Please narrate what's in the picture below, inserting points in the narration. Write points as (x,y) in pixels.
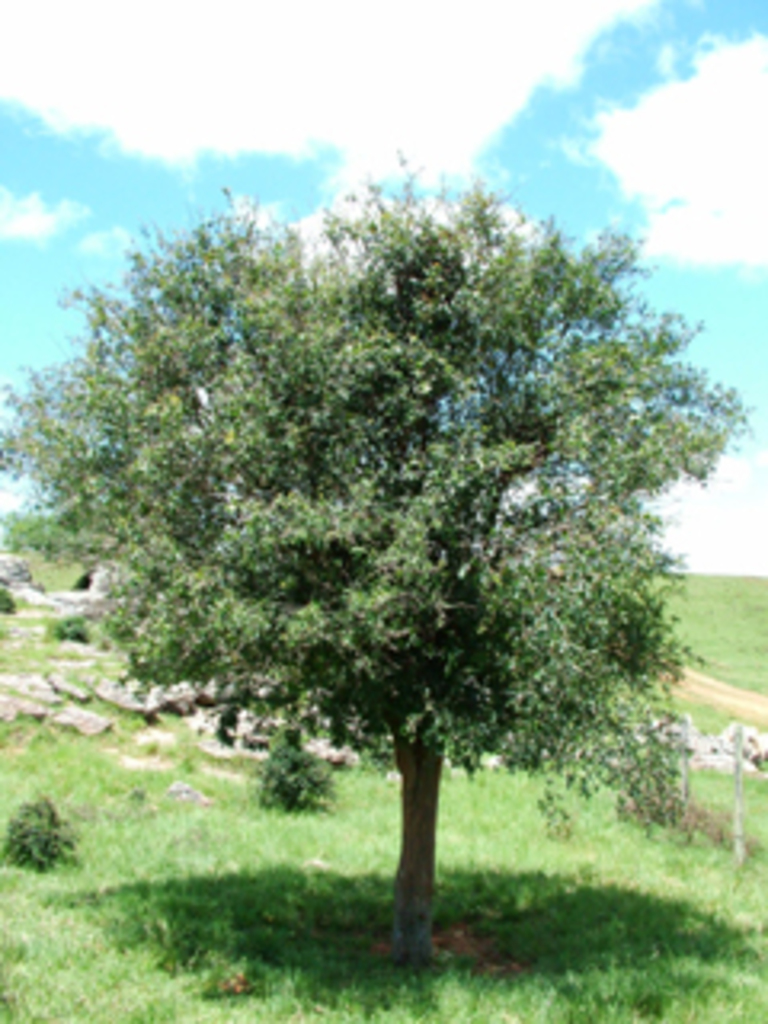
In the image we can a tree (258,484), grass (321,876), stones (266,748), path (728,685) and cloudy pale blue sky (255,143).
